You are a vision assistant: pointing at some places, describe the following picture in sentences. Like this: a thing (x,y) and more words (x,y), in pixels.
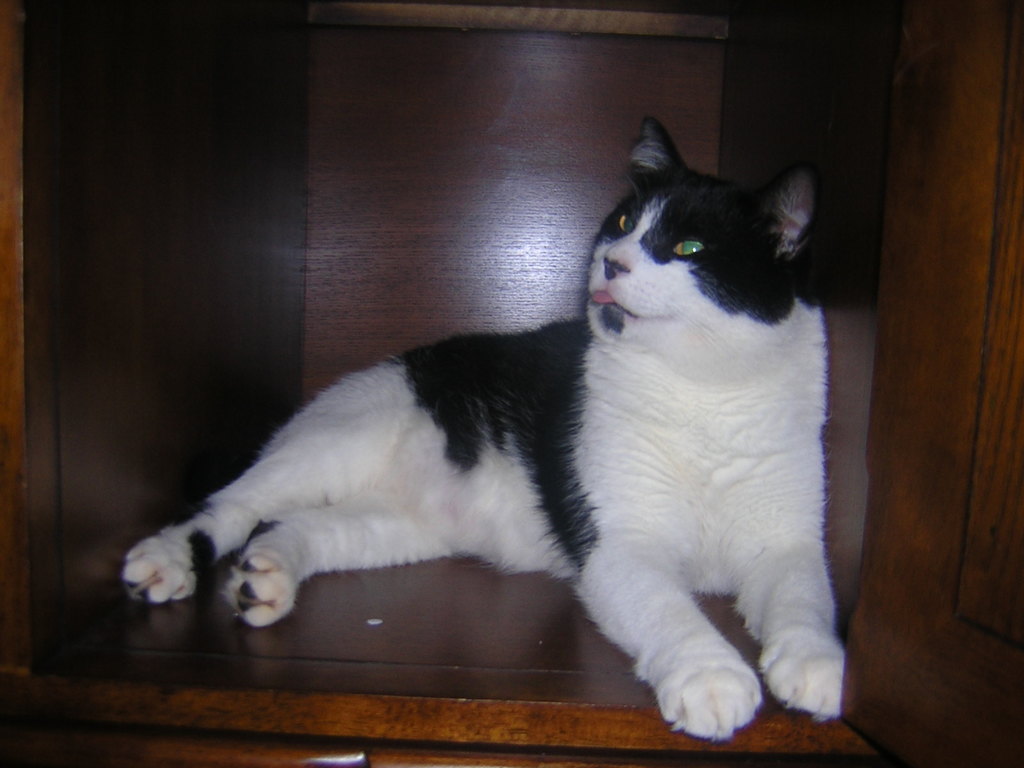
In this image there is a cat (686,447) sitting on a wooden object (416,714), there is a wooden object (454,721) truncated towards the bottom of the image (364,708), there is a wooden object (70,281) truncated towards the left of the image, there is a wooden object (417,68) truncated towards the top of the image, there is an object (956,322) truncated towards the right of the image (991,200), the background of the image (806,75) is dark.
